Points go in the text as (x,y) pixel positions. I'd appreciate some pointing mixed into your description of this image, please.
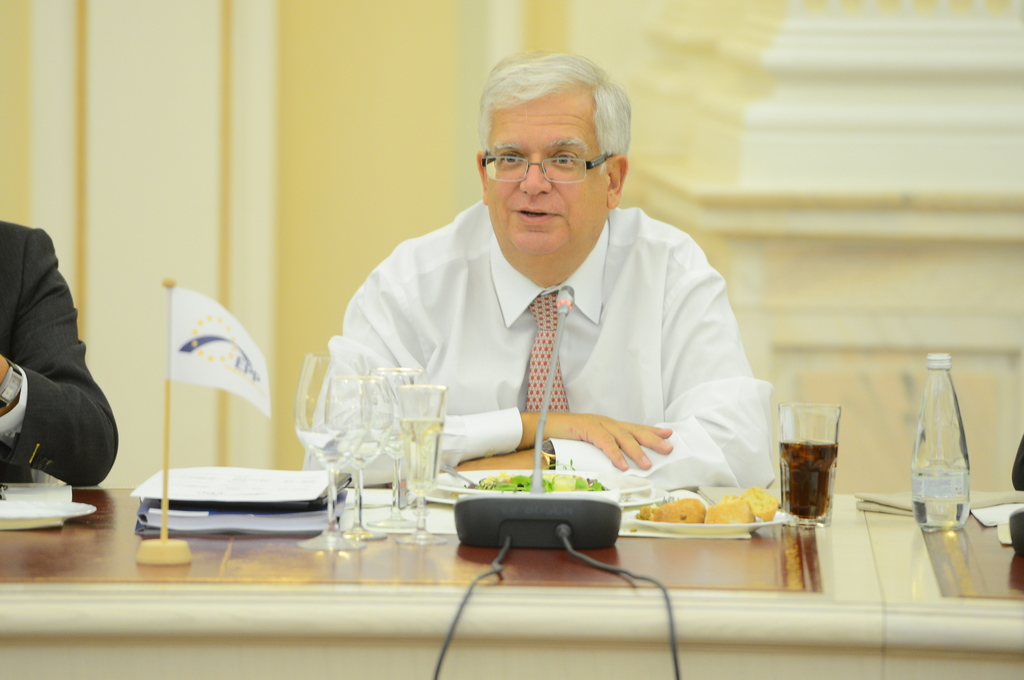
In this picture a white shirt guy (444,302) is sitting on the table (395,536) on top of which food items (742,507), and mic (533,512), flag (241,376) is placed. The background (198,433) is a yellow wall (792,116).
